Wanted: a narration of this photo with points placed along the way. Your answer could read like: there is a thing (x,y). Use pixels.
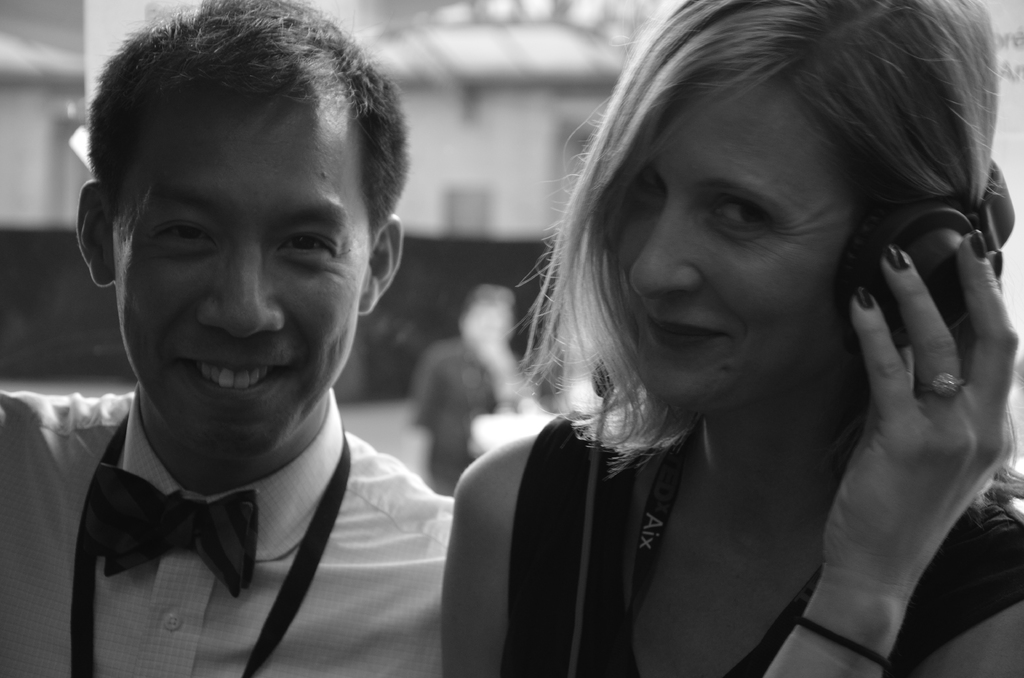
Here we can see a man (392,280) and a woman (648,282) and they are smiling. She wore a headset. There is a blur background (582,28). We can see a person (477,351) and wall (476,166).
